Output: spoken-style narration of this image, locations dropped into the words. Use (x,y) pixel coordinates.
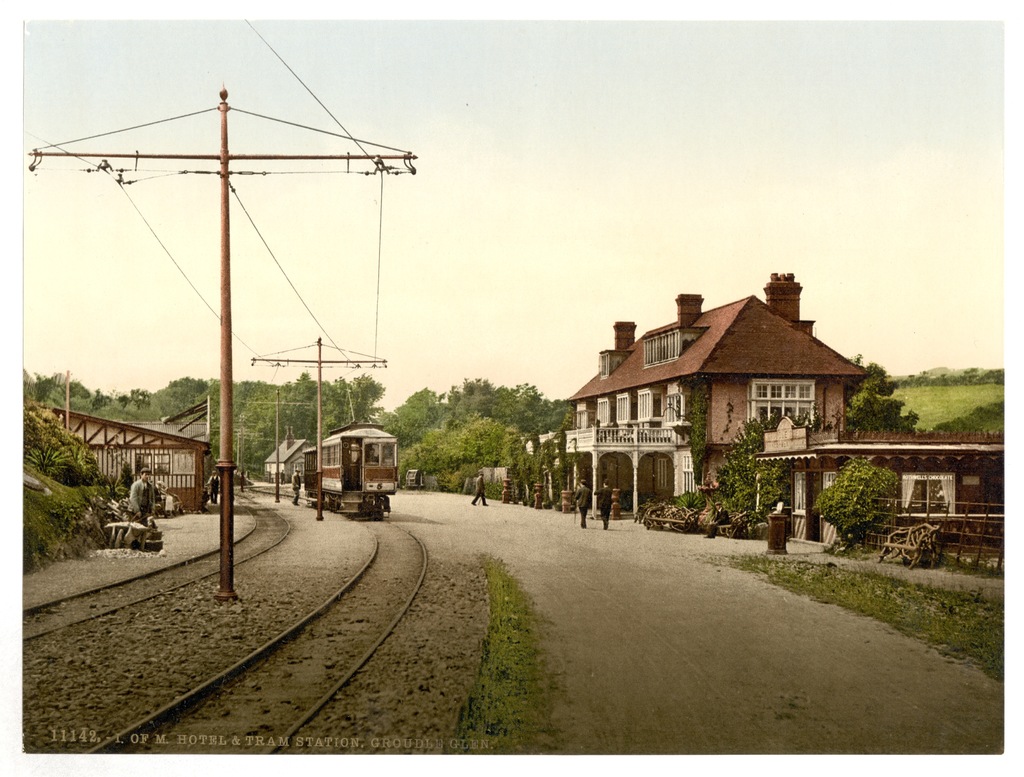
On the left side (240,538), I can see the railway tracks (318,651) and poles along with the wires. In the background (332,489) there is a train (364,491). On the right side (792,663) there is a road (616,587). In the background (517,443) I can see the buildings (780,447) and trees (491,416). At the top of the image (668,138) I can see the sky (660,109). Here I can see few people (583,520) are walking on the road (534,520).
